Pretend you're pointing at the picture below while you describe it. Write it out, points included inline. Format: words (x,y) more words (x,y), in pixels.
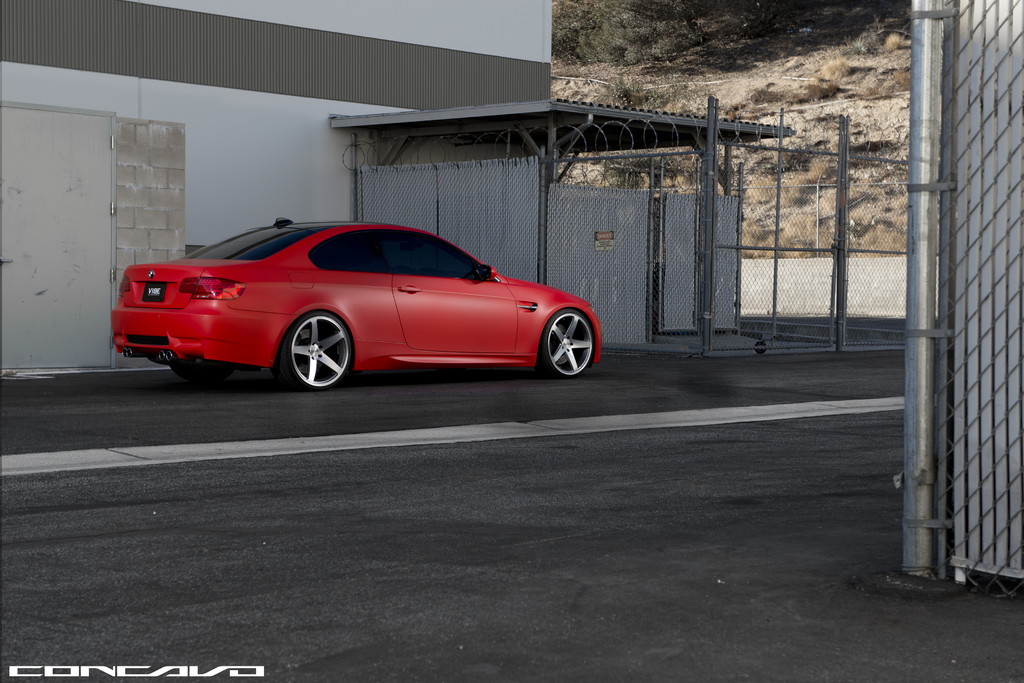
In this image we can see car (342,319) on the road (341,408). In the back (310,54) we can see building (221,85) with door (76,212). Also there is a shed (506,198). And there are railings (775,223) with pole (711,229). In the left bottom corner (50,668) there is text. In the background (659,59) we can see grass (662,91) on the ground (678,91).
